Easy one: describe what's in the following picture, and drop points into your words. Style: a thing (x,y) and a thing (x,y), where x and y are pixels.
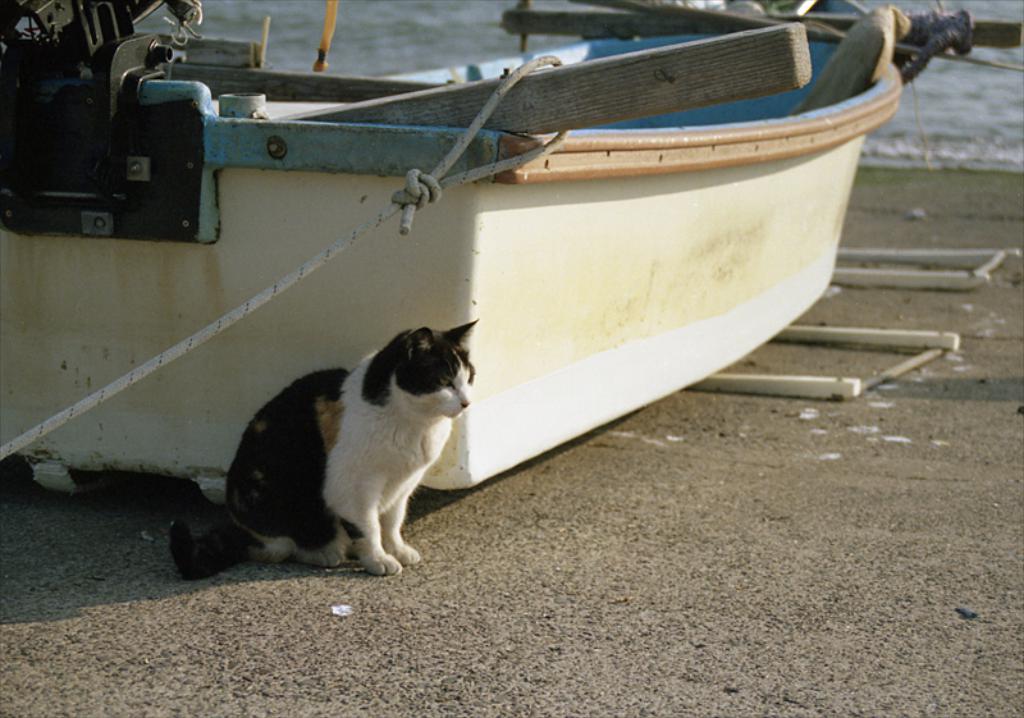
In this image we can see a cat (318,421) sitting beside the boat (616,193) on the seashore (834,297). In the background (351,66) there is sea (902,140).
